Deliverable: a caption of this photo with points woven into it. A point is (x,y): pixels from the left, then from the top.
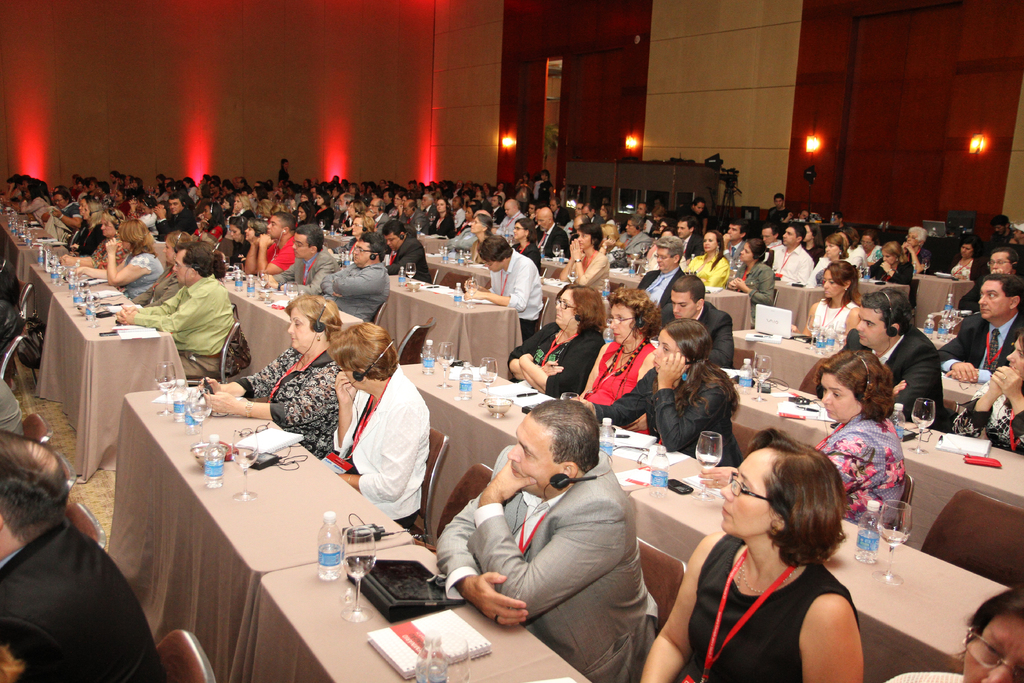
In this picture I can see glasses (355,565), bottles (432,679), cables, books (413,633) and some other objects (445,597) on the tables (272,522), there are group of people (530,309) sitting on the chairs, there are lights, there is a camera (731,167) with a tripod stand (729,191) and there are laptops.
